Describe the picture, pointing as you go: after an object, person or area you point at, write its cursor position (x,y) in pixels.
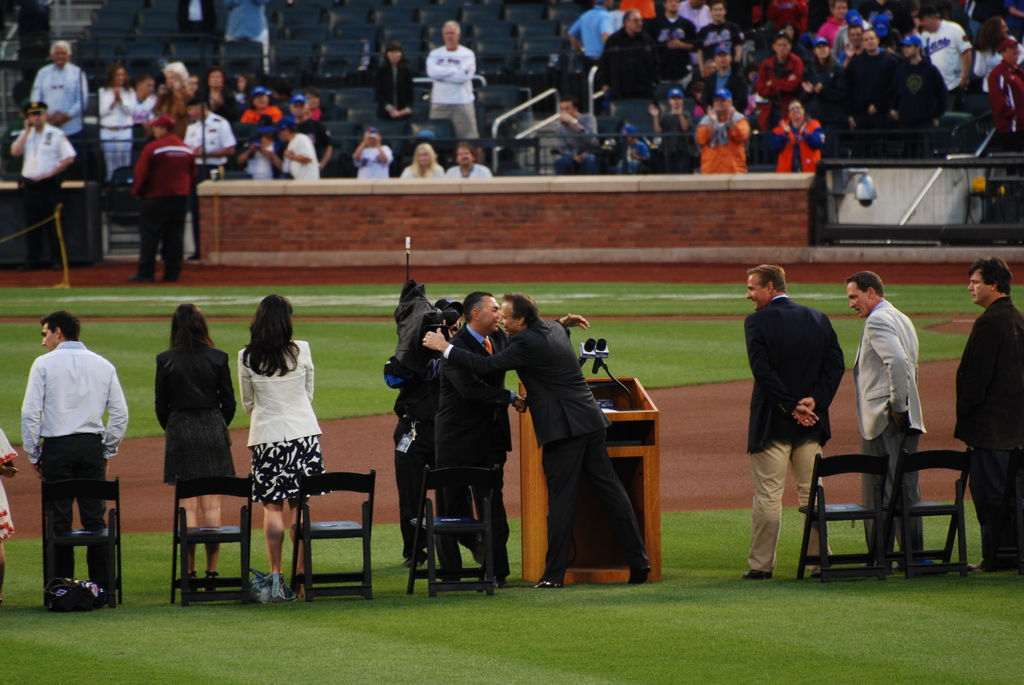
In this image in the middle (543,454), there is a man (549,421), he wears a suit (545,394), trouser (562,494), shoes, in front of him there is a man (480,391), he wears a suit (484,370), shirt (487,348), tie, trouser (503,508), they both are hugging. On the right (956,415) there is a man (973,398), he wears a suit (985,391), trouser (1006,530), in front of him there is a man (882,368), he wears a suit (872,376), trouser (892,436), in front of him there is a man (799,357), he wears a suit (783,386), trouser (773,483), behind them there are chairs (881,544). On the left (280,471) there are two women (216,433) and a man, chairs (92,490). In the middle (529,450) there is a podium (529,450) and mic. At the top (637,155) there are many people (458,165), chairs (618,117), railing (610,136) and grass (663,308).
